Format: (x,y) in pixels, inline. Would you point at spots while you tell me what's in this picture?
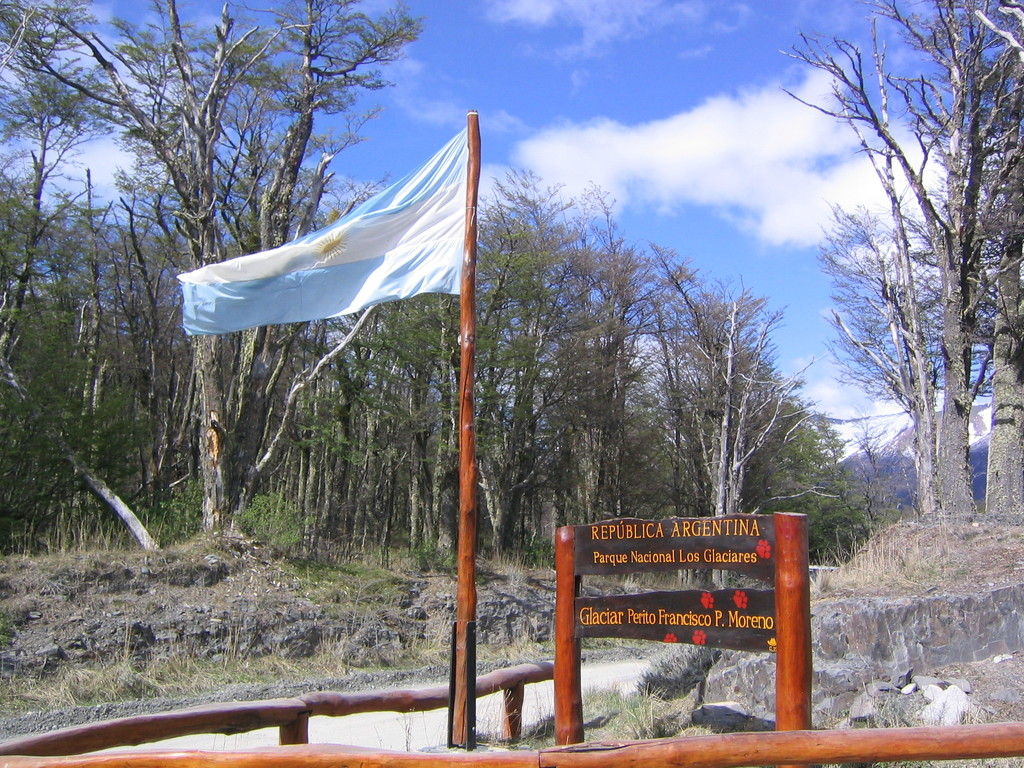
In this image we can see a flag (458,209) and board (732,550) with text (661,555). And there are rocks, trees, railing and the sky (728,145).
